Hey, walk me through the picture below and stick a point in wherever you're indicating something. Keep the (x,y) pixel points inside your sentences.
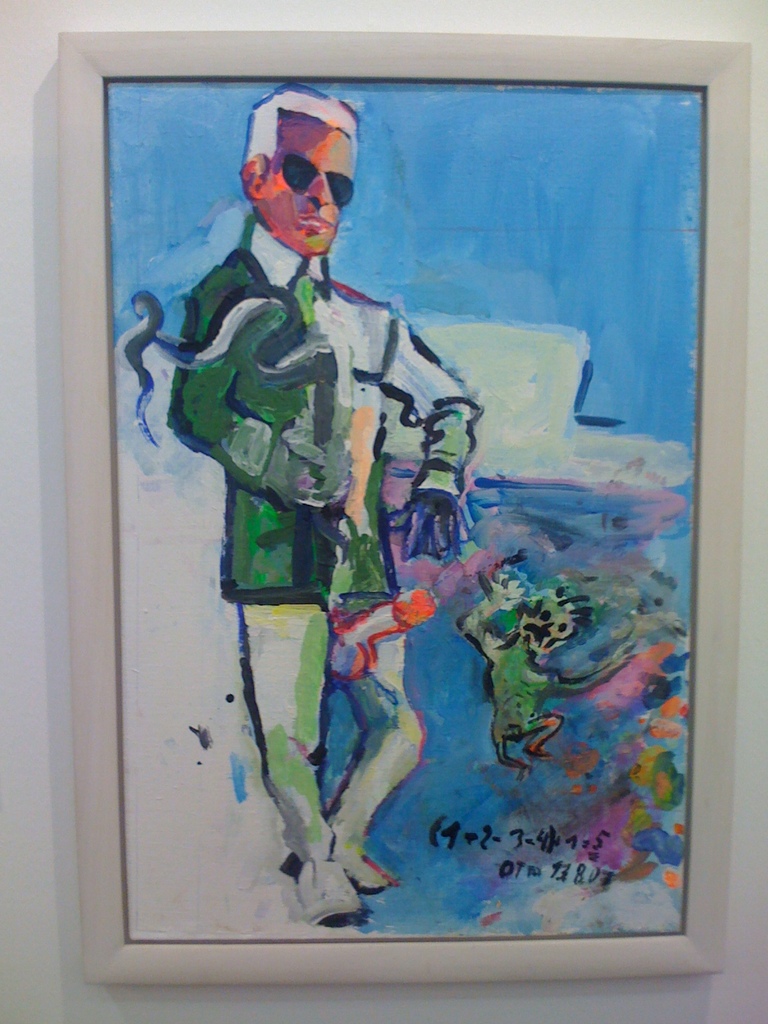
There is a photo frame (470,917) on a white wall (760,928). There is a painting (409,468) of a person (331,685) wearing goggles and blazer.
